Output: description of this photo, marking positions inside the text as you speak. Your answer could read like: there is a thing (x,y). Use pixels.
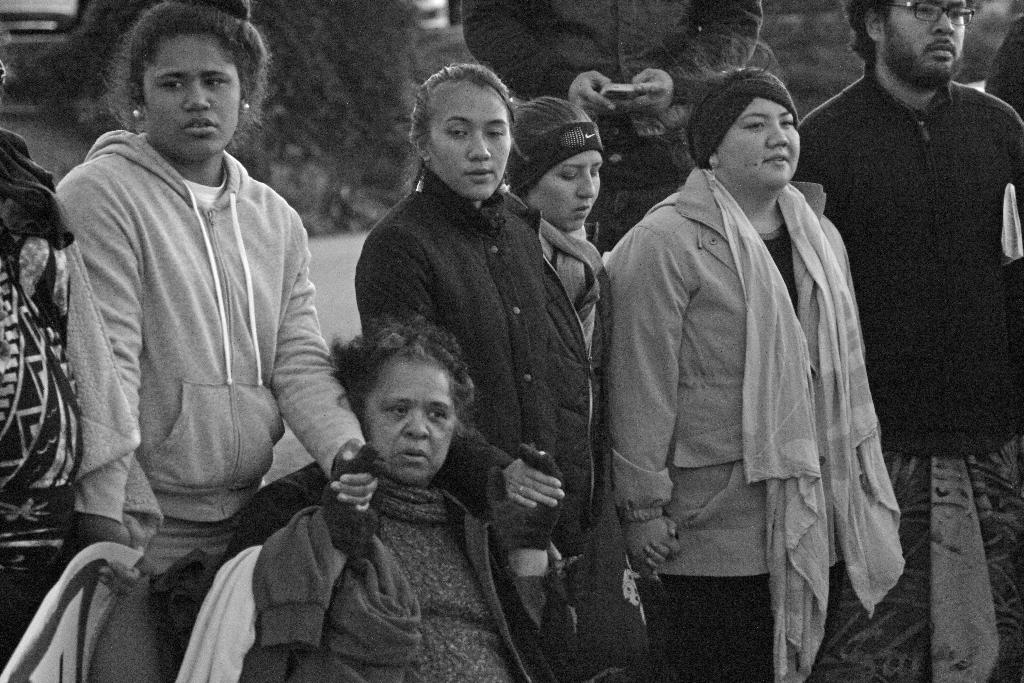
This is a black and white image. People (485,658) are standing and holding hands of each other.
